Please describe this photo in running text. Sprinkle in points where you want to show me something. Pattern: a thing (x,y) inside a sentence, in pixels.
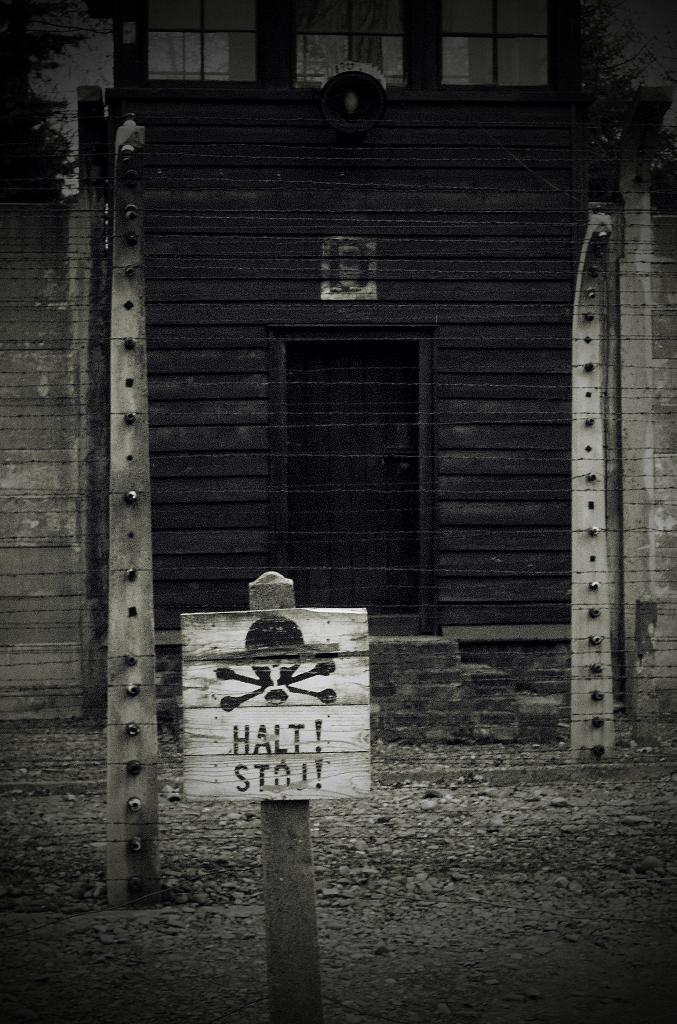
In the foreground of the image (326,770) we can see a sign board (272,701) placed on a pole (274,920). In the background (430,473), we can see a fence (22,562), building (555,173) with windows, door (385,458) and a lamp (360,84) on it.
